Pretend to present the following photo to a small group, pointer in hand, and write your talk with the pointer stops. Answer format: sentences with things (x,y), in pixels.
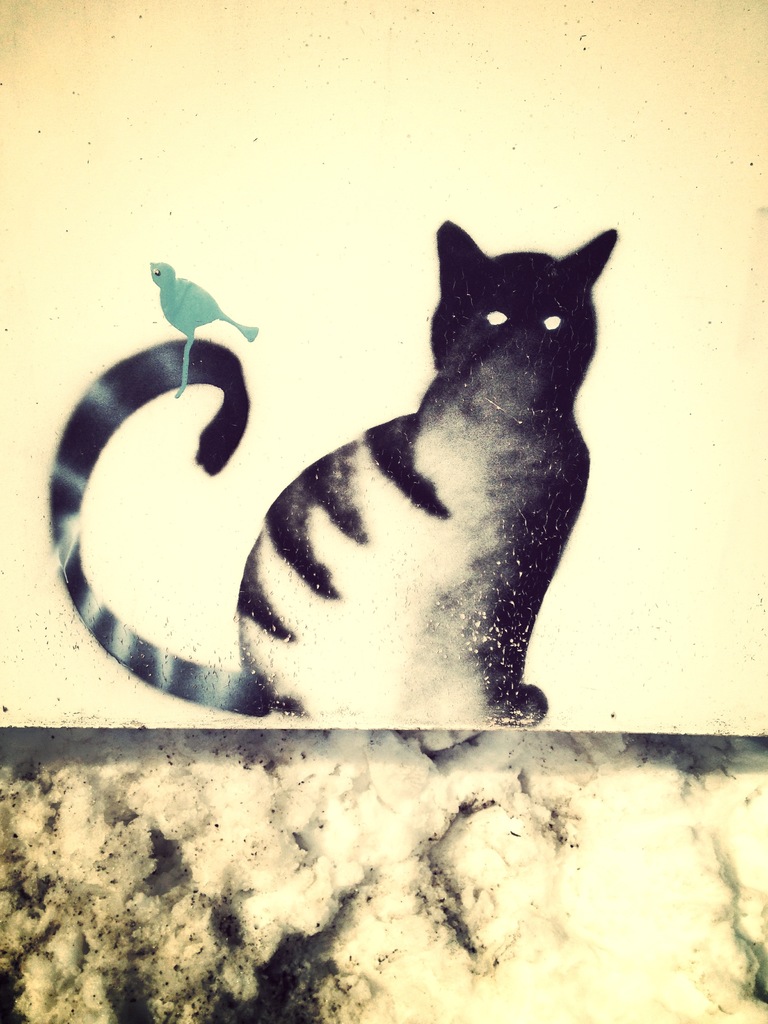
In this image there is a painting (340,612) of a cat (334,500) and a bird (173,311).
